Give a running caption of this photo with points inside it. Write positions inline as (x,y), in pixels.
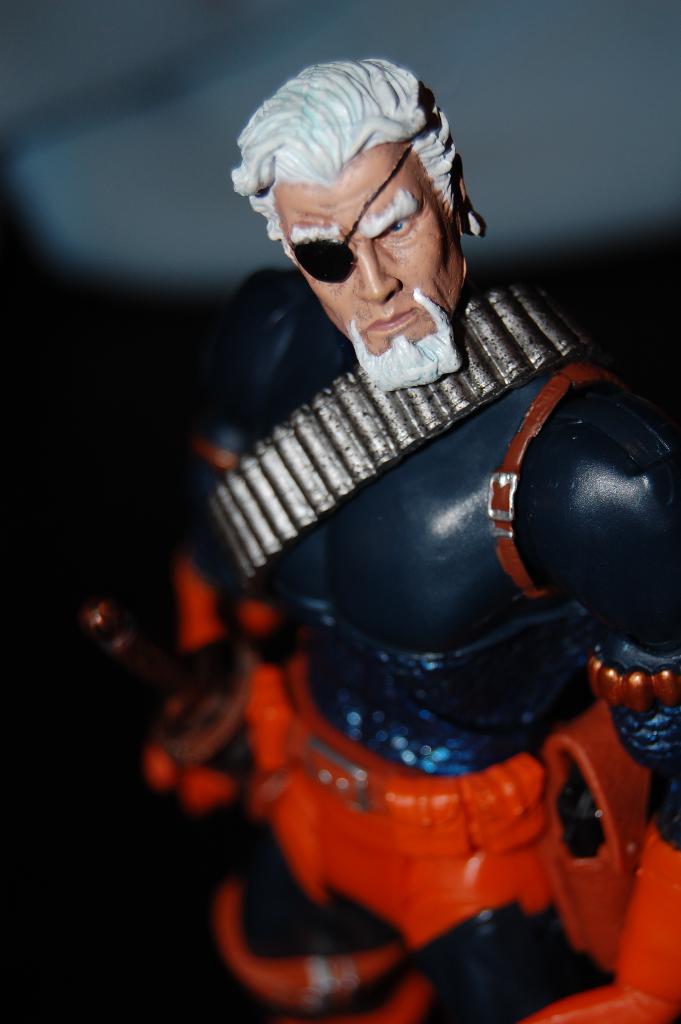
In this image we can see a toy (530,462). In the background (429,64) the image is not clear to describe.
